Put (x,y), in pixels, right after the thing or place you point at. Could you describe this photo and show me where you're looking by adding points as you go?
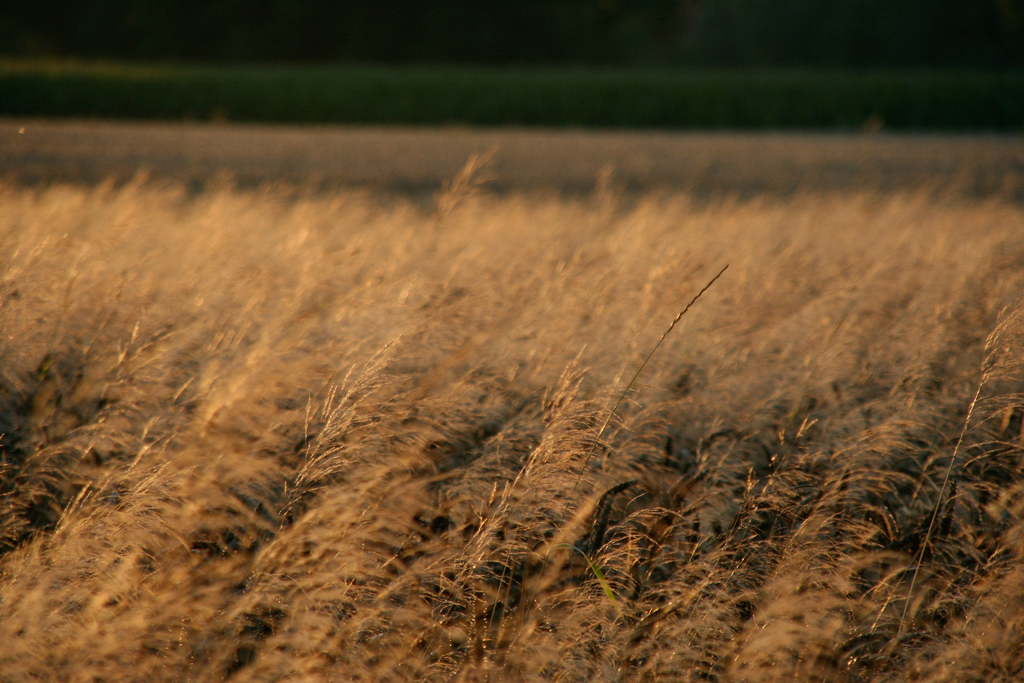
In this image we can see grass (548,300) and a blurry background (753,89).
